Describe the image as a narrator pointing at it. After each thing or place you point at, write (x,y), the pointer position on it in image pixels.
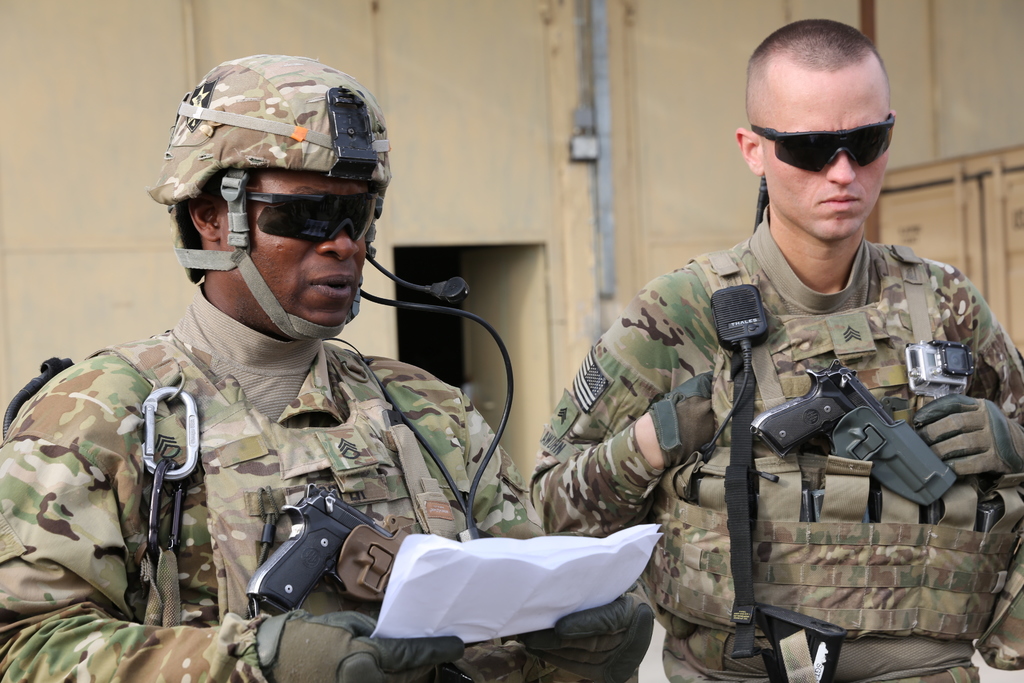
In the image I can see two people (526,530) who are wearing the same dress (83,645) and spectacles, among them a person (79,568) is holding some papers (496,608).
